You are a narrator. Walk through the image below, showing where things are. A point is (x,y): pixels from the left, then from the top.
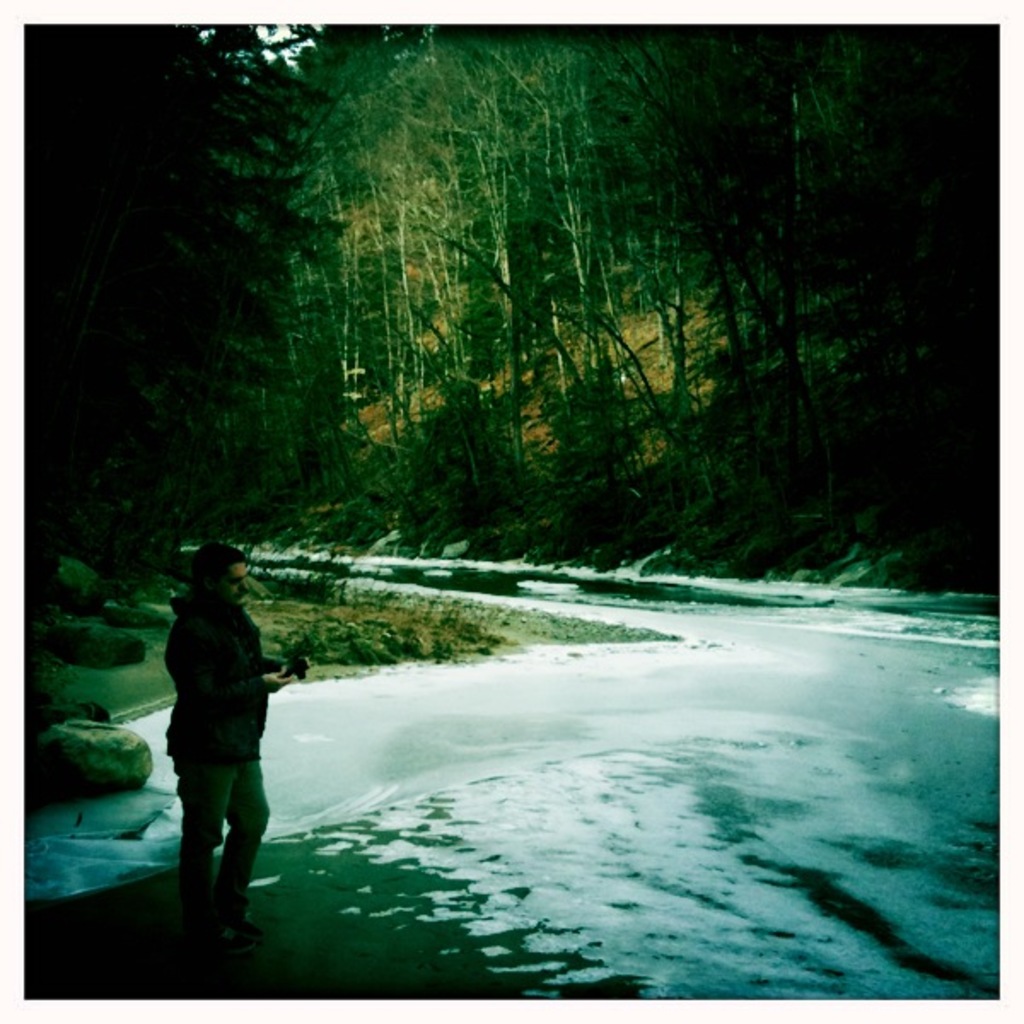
In the picture we can see a frozen river (409,586) between the trees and a man (249,709) standing near the river (622,820) wearing a jacket (209,601).
